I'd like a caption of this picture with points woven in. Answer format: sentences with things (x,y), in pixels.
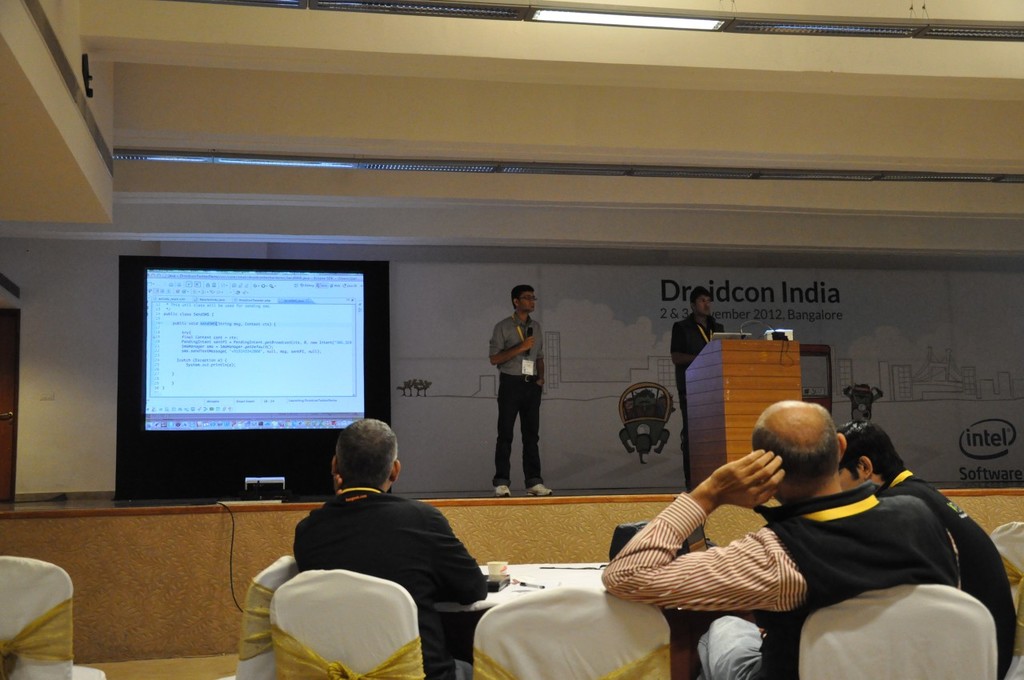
This picture is taken inside the conference hall (380,226). In this image, on the left side (148,290), we can see a screen (216,331), on the screen (191,330), we can see some text (230,340) written on it. In the middle of the image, we can see a group of people (380,551) sitting on the chair (311,636) in front of the table (578,586), on the table (545,576), we can see a white colored cloth (530,580), a few pens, electronic instrument (493,584) and a cup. In the middle of the image (531,297), we can see a man (529,461) standing and holding a microphone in his hand (532,348). On the right side (703,296), we can also see another person (689,359) standing in front of the podium (792,354), on the podium (790,362), we can see some electronic instrument (786,336). In the background (662,323), we can see hoardings (951,421). At the top (843,46), we can see a roof (723,45) with few lights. On the left side (9,422), we can also see a door (7,409) which is closed, at the bottom (281,493), we can see some electronic instrument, wires (214,502).
